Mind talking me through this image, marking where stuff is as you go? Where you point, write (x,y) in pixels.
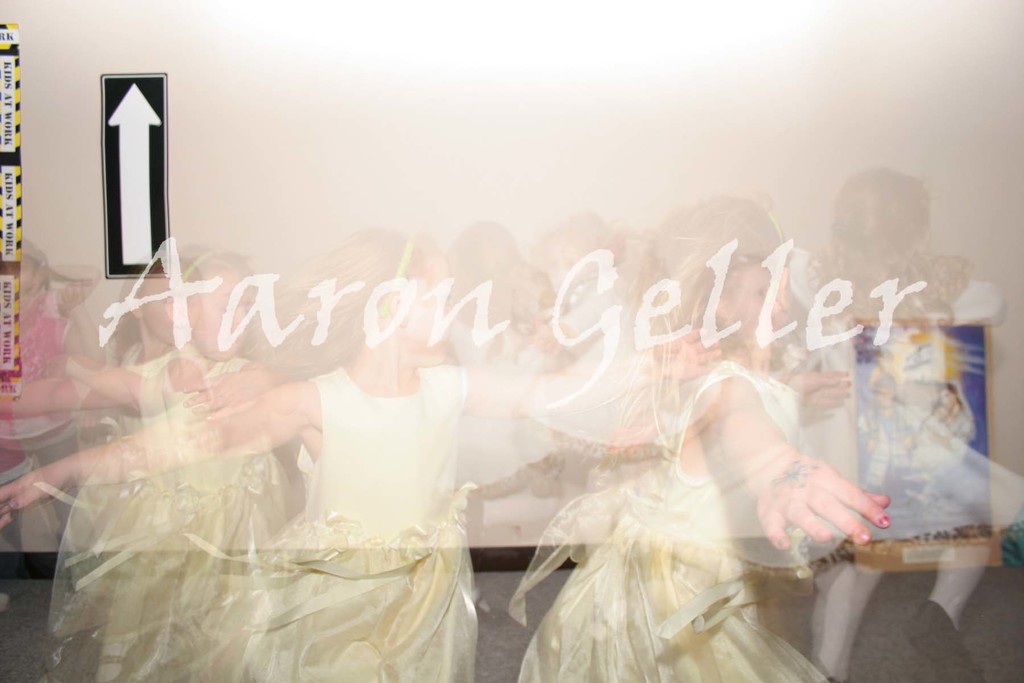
This is an edited image. In the center of the image (373,301) there is a text (894,309). There are girls (689,320). In the background of the image (413,80) there is wall (288,149). There is a sign (138,203).
